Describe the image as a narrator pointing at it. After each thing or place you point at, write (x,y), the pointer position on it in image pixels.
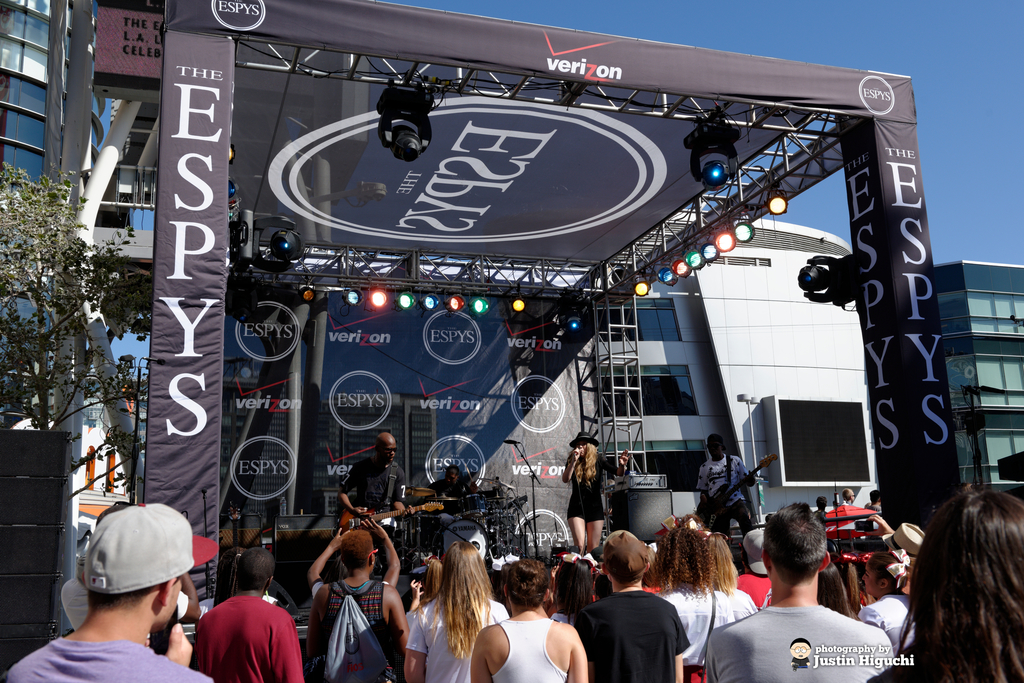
In this image in the front (173,599) there are persons (338,593) standing. In the center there are musicians (375,478) performing on the stage (476,477) and there are musical instruments (508,499). In the background (474,433) there is a banner (351,388) with some text (364,396) written on it and there is a tent (384,219) and there are lights (254,234) on the top (730,170) and there are buildings (718,307). On the left side (51,297) there is a plant (62,308).
